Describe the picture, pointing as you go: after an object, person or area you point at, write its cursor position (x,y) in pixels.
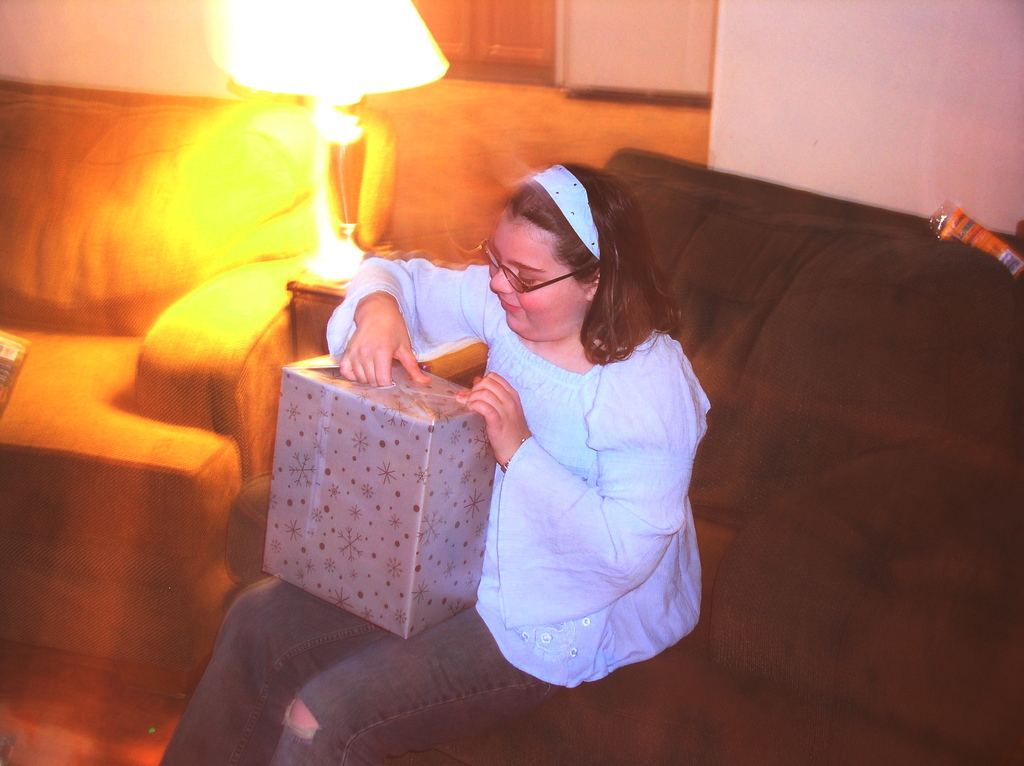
In this picture I can see a woman (342,614) who is sitting in front (459,324) and I see that she is sitting on a couch (767,339) and I see a lamp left side to her and I see that she is holding a box (371,411) which is covered with a wrapper (360,431). In the background (110,52) I see the wall (826,102).
